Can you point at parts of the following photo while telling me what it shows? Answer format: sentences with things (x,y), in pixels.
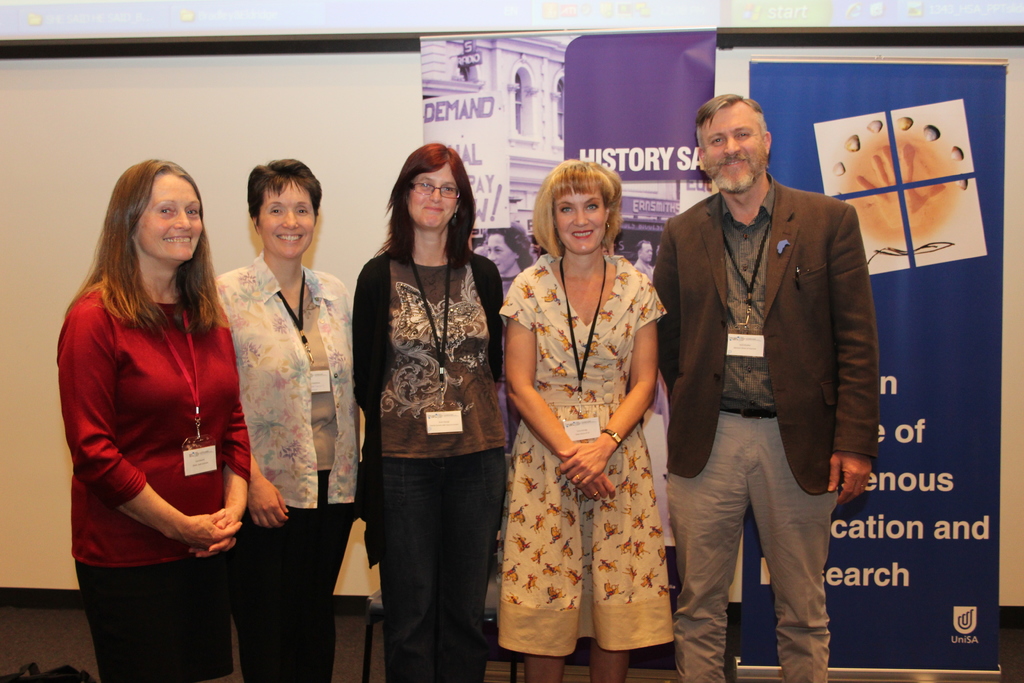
In this picture we can see five people (260,219) wore id cards (593,424), smiling, standing and in the background (343,603) we can see the wall (315,119), chair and banners (686,116).
